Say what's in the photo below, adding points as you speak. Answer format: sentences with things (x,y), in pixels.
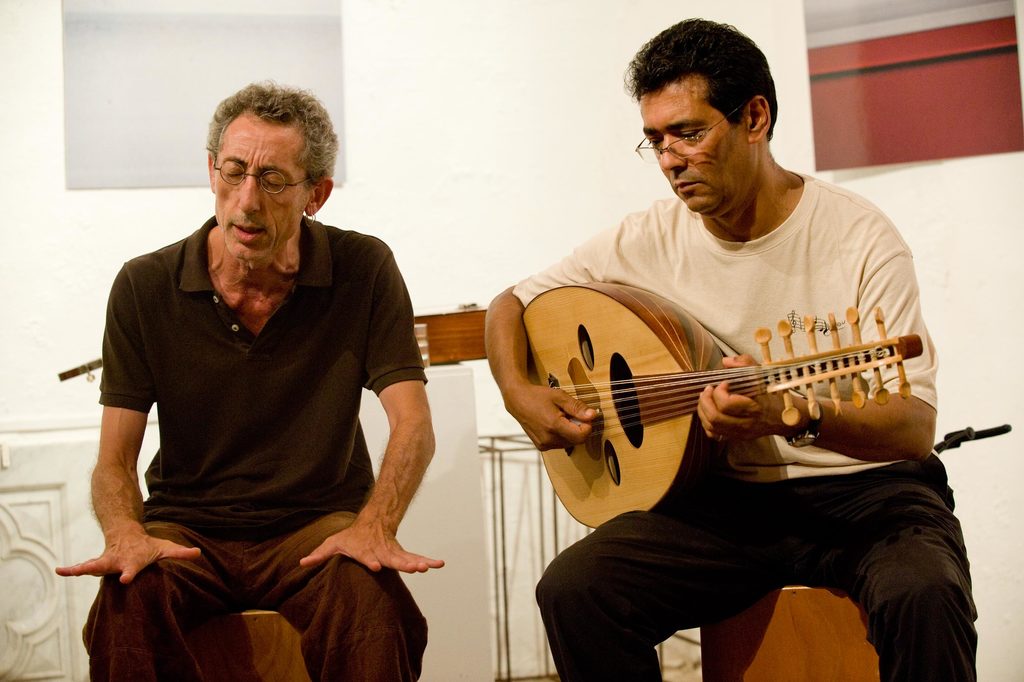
In this picture we can see two persons (388,531) sitting on the chairs (268,641). He has spectacles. And he is playing oud (774,387). On the background (553,191) we can see the wall (514,99).
